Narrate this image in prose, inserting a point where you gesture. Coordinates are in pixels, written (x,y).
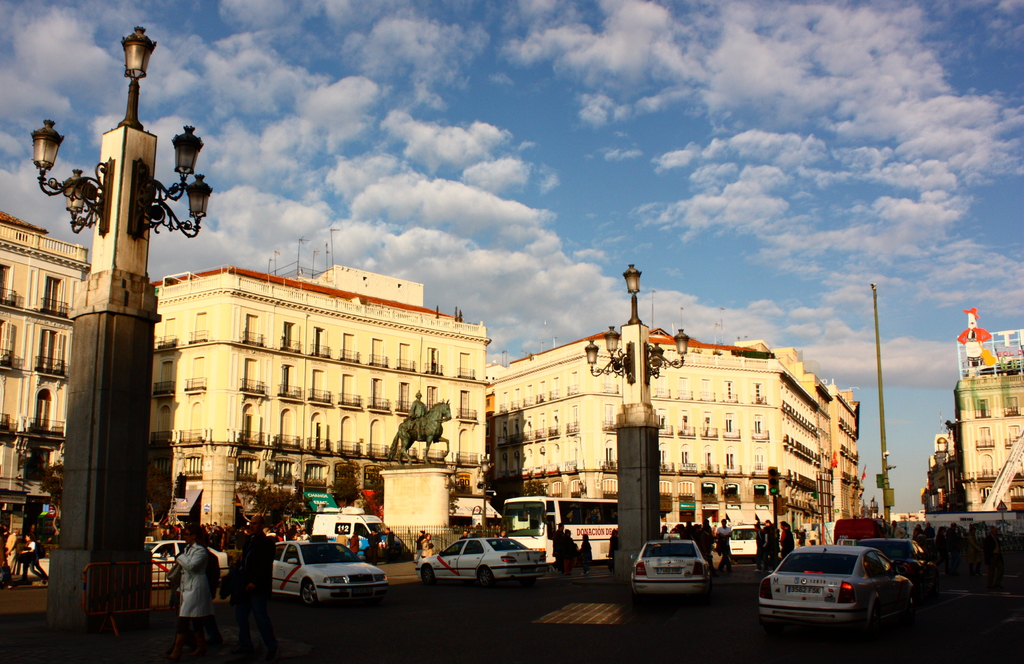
In this image we can see vehicles (498,567) and people (899,535) on the road (551,662). In the background (437,384), we can see buildings (209,406), pole (649,416), towers (101,432), lights (610,332), statue (450,420), boards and trees (267,494). At the top of the image (634,65), we can see the sky (477,175) with clouds (425,190).
